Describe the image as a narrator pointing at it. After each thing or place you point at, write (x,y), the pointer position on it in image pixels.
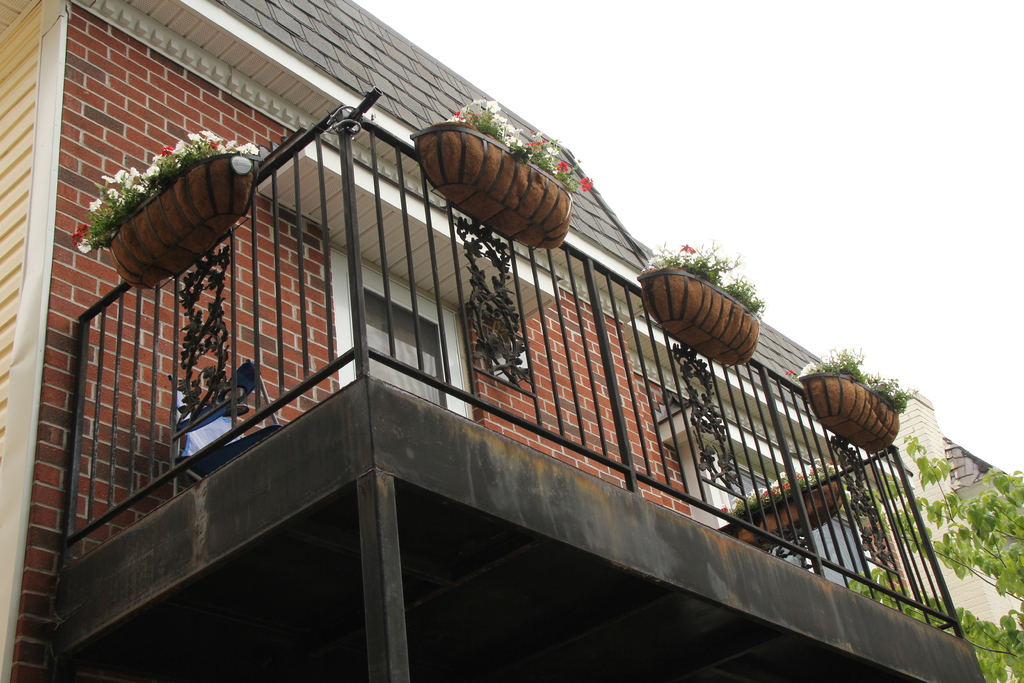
In this image I can see a building (529,442), fence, house plants (710,345), tree (969,559) and the sky (782,161). This image is taken may be during a day.
